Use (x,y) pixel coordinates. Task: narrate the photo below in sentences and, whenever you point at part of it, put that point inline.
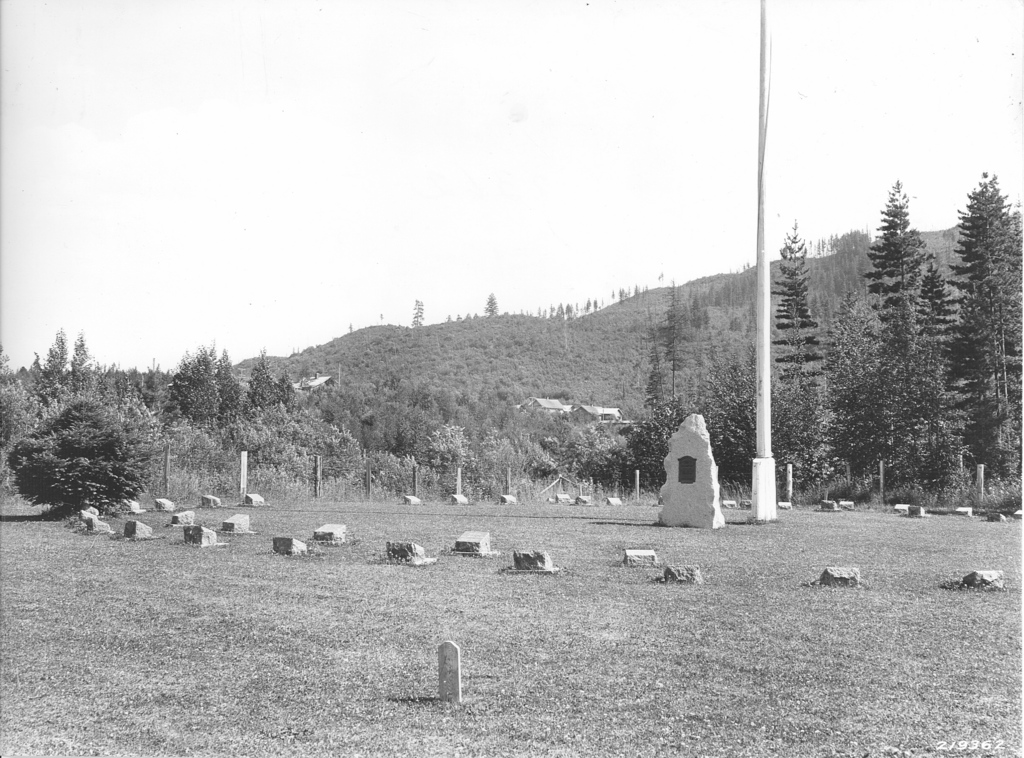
This is a black and white image. In the background of the image (556,415) there are mountains (574,376), trees (1006,359). In the center of the image (667,491) there are stones (544,565). There is a pole (765,509). At the bottom of the image (615,679) there is grass (577,691).
